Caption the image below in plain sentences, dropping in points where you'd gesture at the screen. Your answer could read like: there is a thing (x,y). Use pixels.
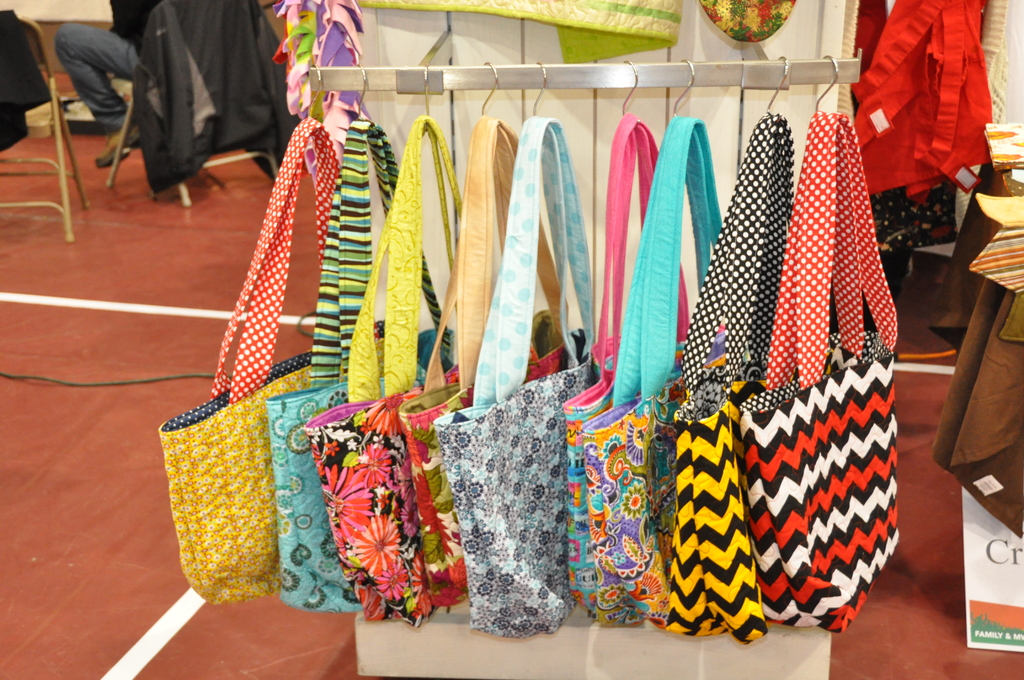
In this image we can see bags (475,220) hanged. In the back (585,36) there are clothes (929,53). And we can see a person (104,61) sitting on chair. On the chair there is a jacket (160,91). Near to him there is another chair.
